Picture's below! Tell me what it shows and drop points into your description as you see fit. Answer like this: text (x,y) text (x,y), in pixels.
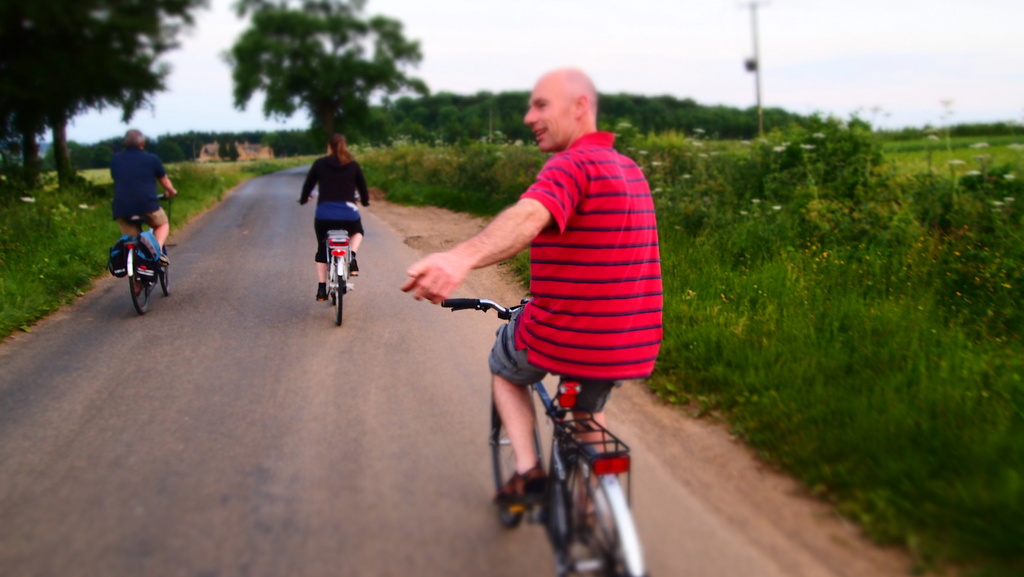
Two men (496,351) and a woman (352,201) are riding bicycles (574,390) on a road (296,171). There some plants (28,247) and few trees (333,114) on either side of the road (256,177).
